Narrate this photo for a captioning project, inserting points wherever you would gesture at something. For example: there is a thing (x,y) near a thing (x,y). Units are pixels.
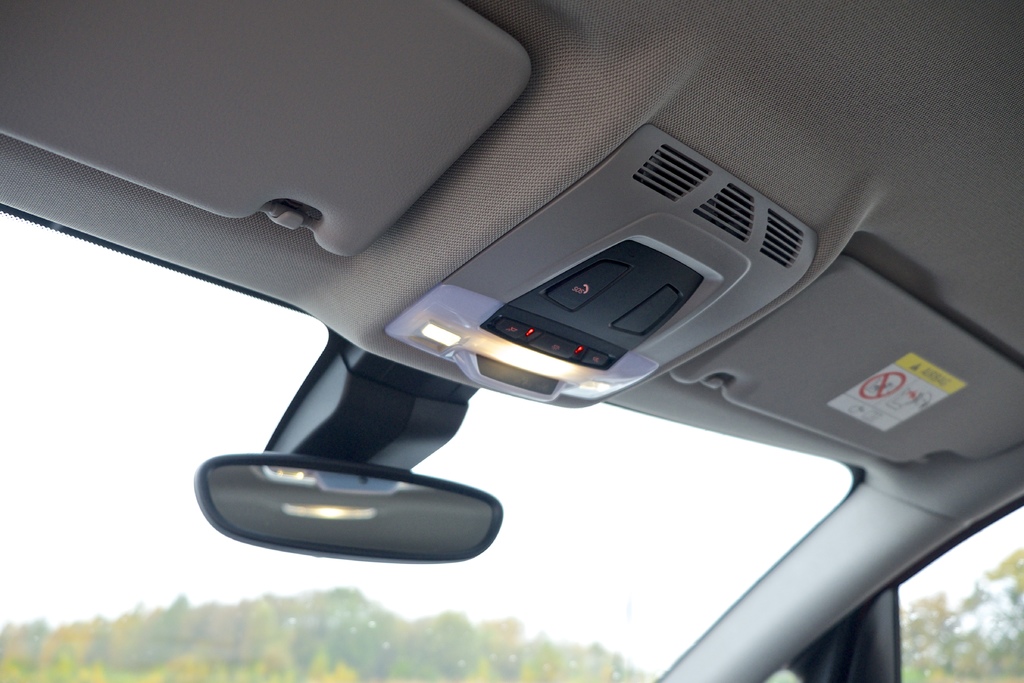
This is a inside picture of a car (594,378). At the bottom of the image (311,566) there is a windshield (277,615). There is a rear mirror (271,488). There are switches (643,314).
